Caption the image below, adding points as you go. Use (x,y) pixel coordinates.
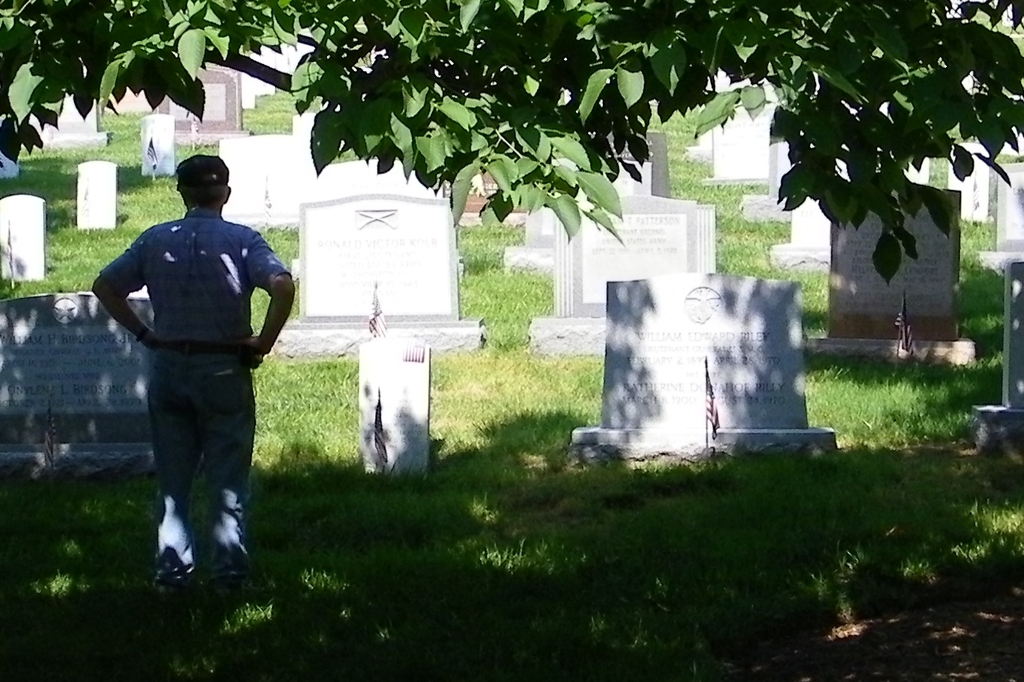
In this picture I can observe graveyard (500,295). On the left side (224,363) I can observe a person (187,406) standing on the ground (145,568). There is some grass (512,507) on the ground (552,472). In the top of the picture (360,47) I can observe a tree (485,69).
